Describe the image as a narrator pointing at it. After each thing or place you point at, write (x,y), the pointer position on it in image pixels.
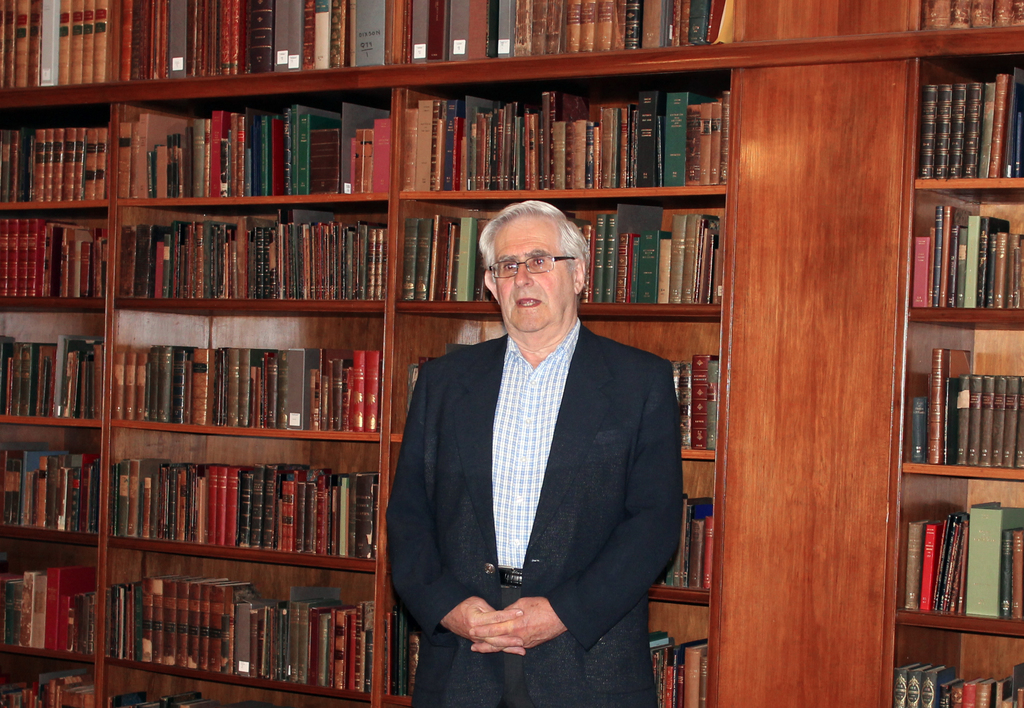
In the center of the image (628,457) we can see a man (614,558) standing. On the backside (1,258) we can see a group of books (268,293) which are placed in an order in the shelves (375,323).
